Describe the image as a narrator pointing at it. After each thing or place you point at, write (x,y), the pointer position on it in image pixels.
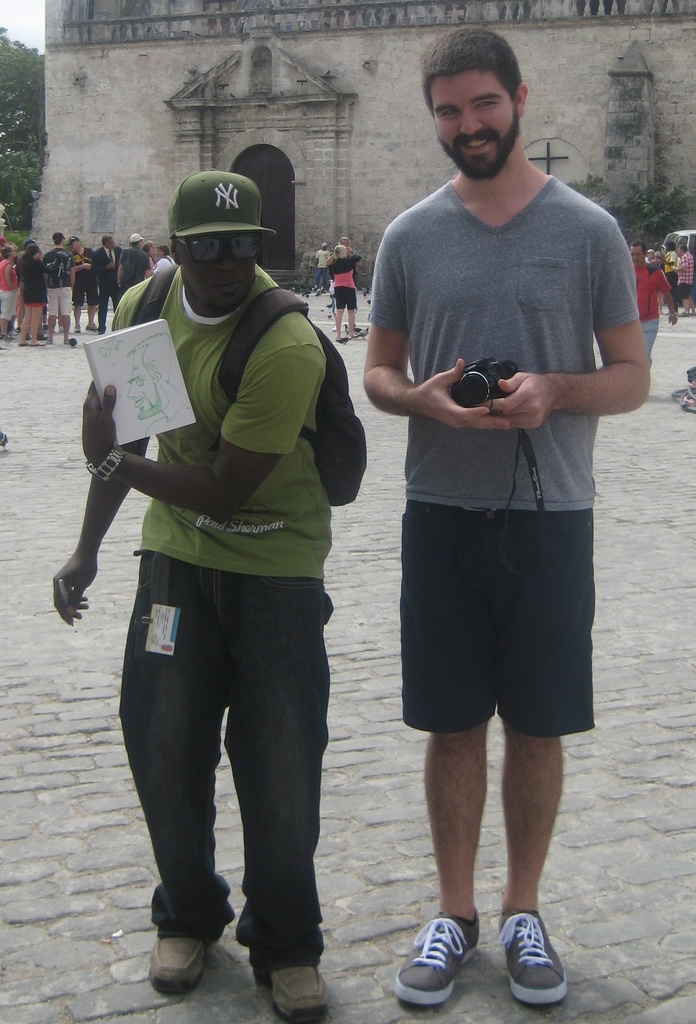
In this image there are two persons (138,462) standing, a person (434,218) holding a camera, another person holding a book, and in the background (58,185) there are group of people (672,320) standing, building (189,149), tree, sky (15,14).
